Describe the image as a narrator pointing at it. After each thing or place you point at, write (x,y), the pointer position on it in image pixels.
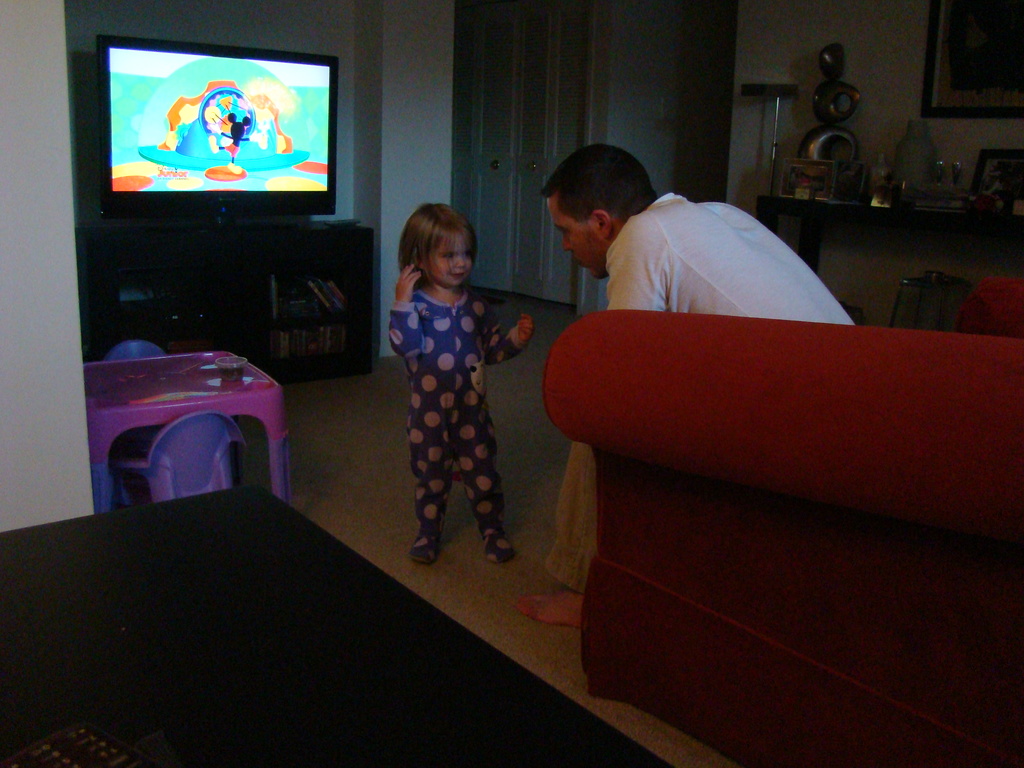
In this image i can see there is a girl (442,333) and a man (640,275) is sitting on a couch (806,443) in front of a TV (210,182). I can also see there is a table (213,399) on the floor (368,541).
